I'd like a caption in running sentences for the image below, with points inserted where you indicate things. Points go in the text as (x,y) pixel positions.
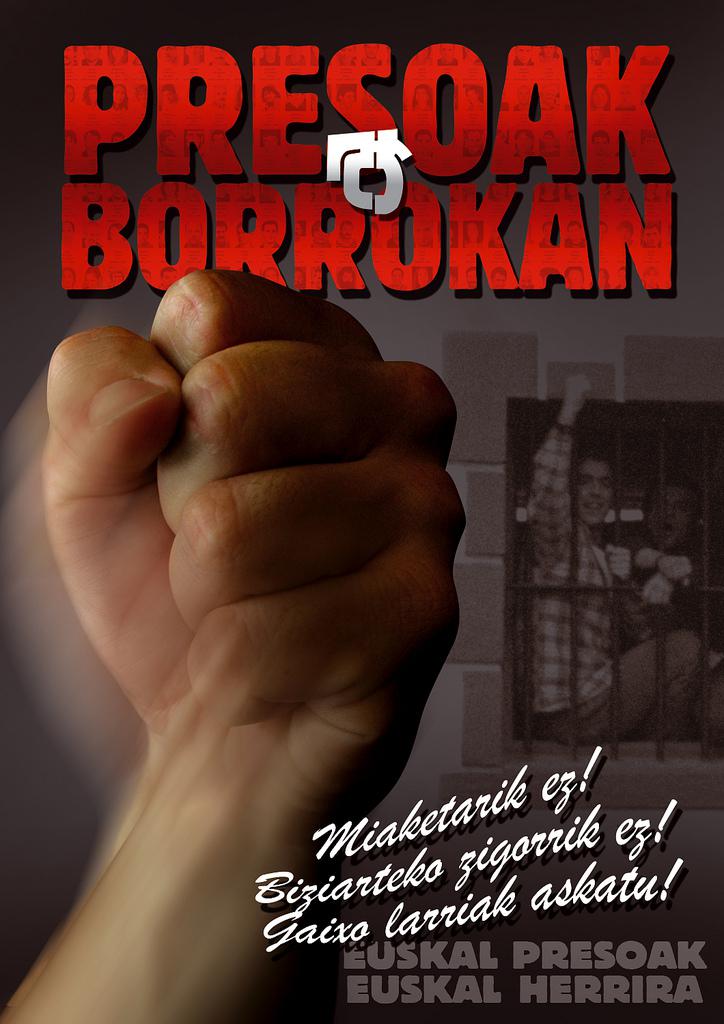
In this picture we can see person hand (331,714) and poster (131,246), in this poster (109,249) we can see people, window (718,587) and something written on this.
